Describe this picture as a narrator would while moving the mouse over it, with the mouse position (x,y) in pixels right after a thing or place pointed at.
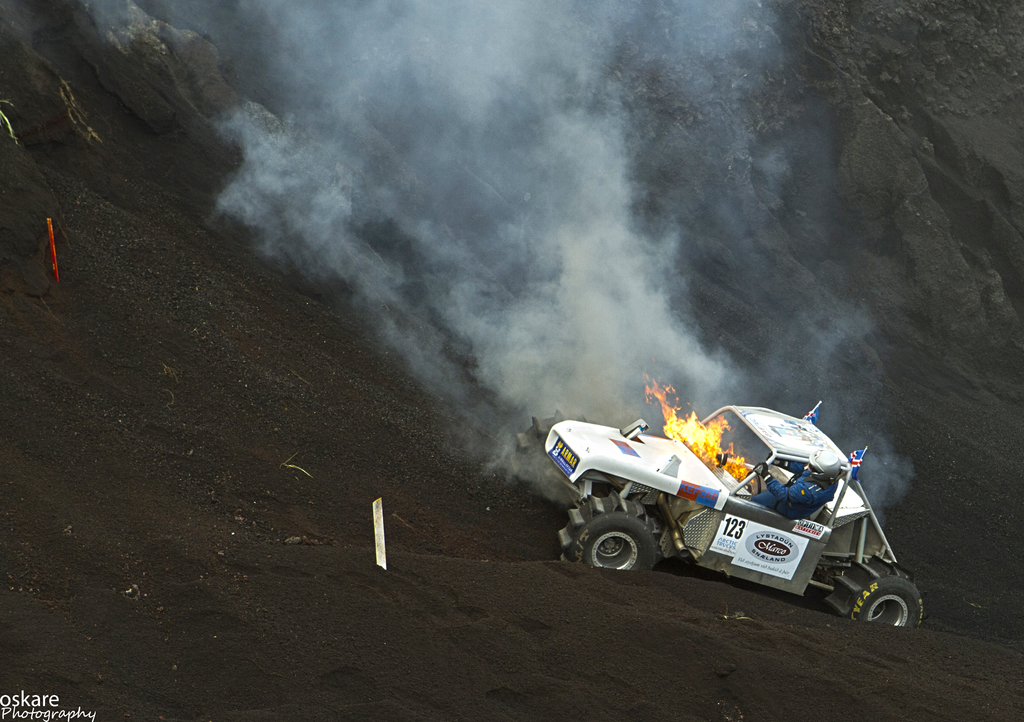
In this image person (827,470) is driving the car (747,563) on surface (352,469) of the soil (214,203).
